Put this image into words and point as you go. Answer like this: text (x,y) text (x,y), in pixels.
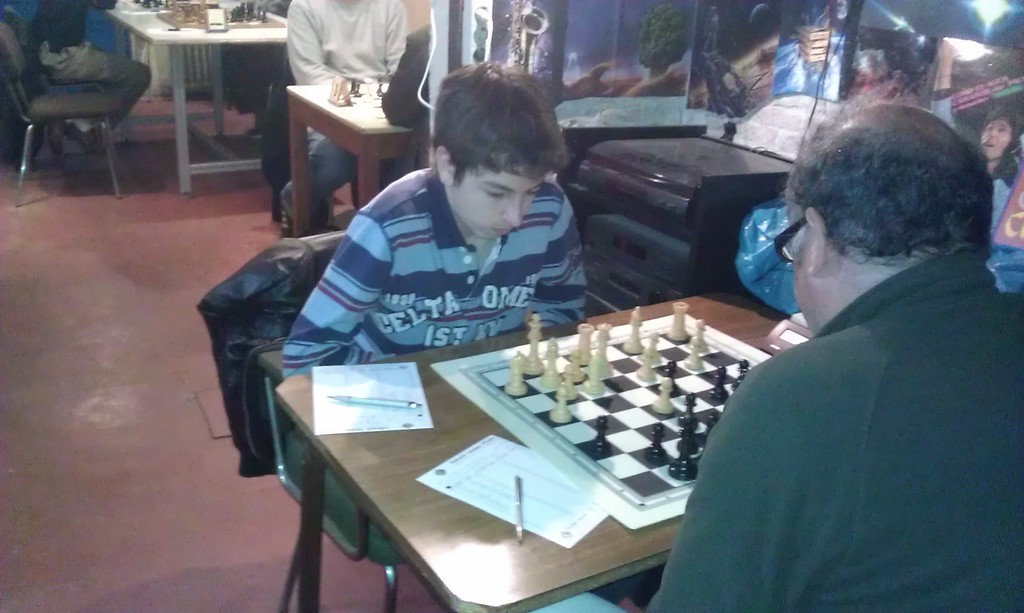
In the center (441,251) we can see two persons (823,384) were sitting on chair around the table (616,536). On table (616,553) we can see chess board (615,393), paper (379,416) and pens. And back we can see few more tables (264,30) and chairs (113,94) and few persons (341,18) were sitting. And we can see machine (658,144) etc.
